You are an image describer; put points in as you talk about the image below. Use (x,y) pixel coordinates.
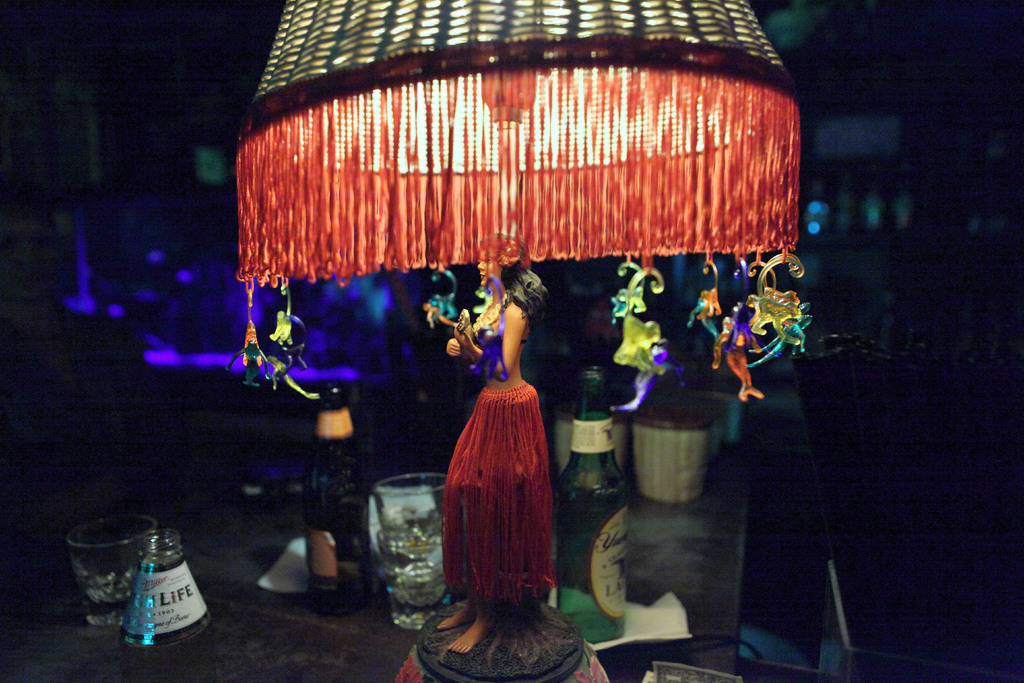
As we can see in the image there is a light (510,40) and a table (299,592). On table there are glasses (405,511), bottles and doll (494,484).
